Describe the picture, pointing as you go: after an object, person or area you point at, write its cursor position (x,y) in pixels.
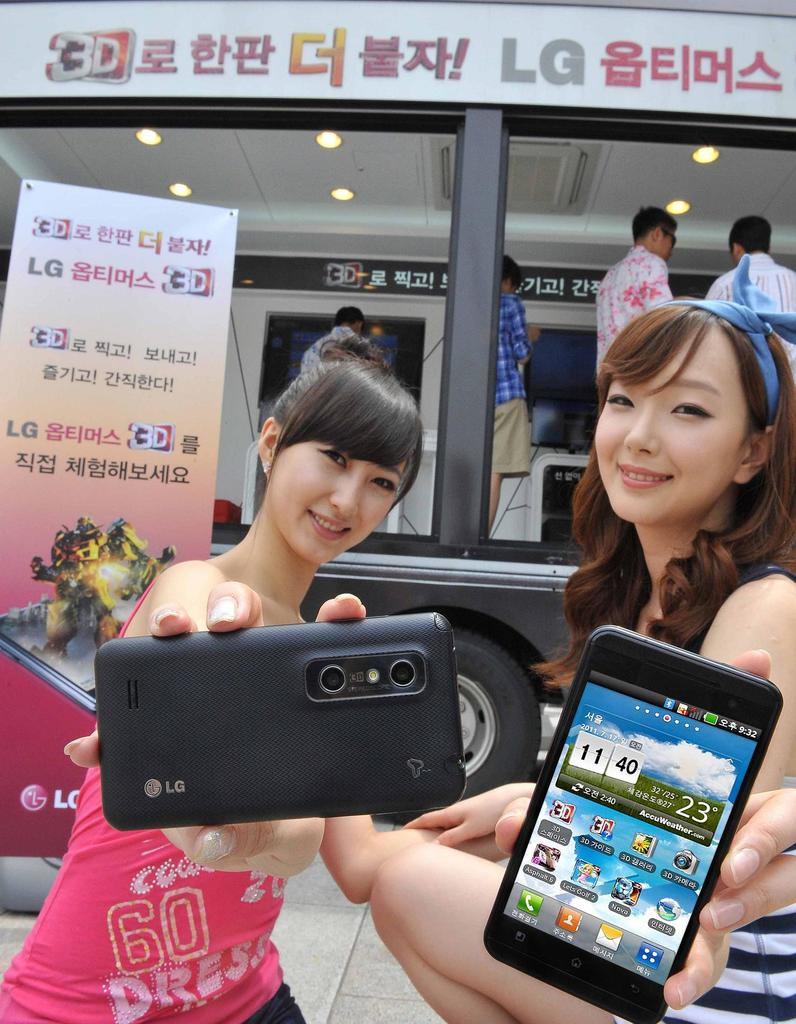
In this image, we can see two women (752,655) are seeing and smiling. They are showing mobiles (415,770). Background (385,242) we can see a banner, vehicle (571,327), wheel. Here we can see few people (780,281), lights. At the bottom (363,936), there is a platform (342,973).
